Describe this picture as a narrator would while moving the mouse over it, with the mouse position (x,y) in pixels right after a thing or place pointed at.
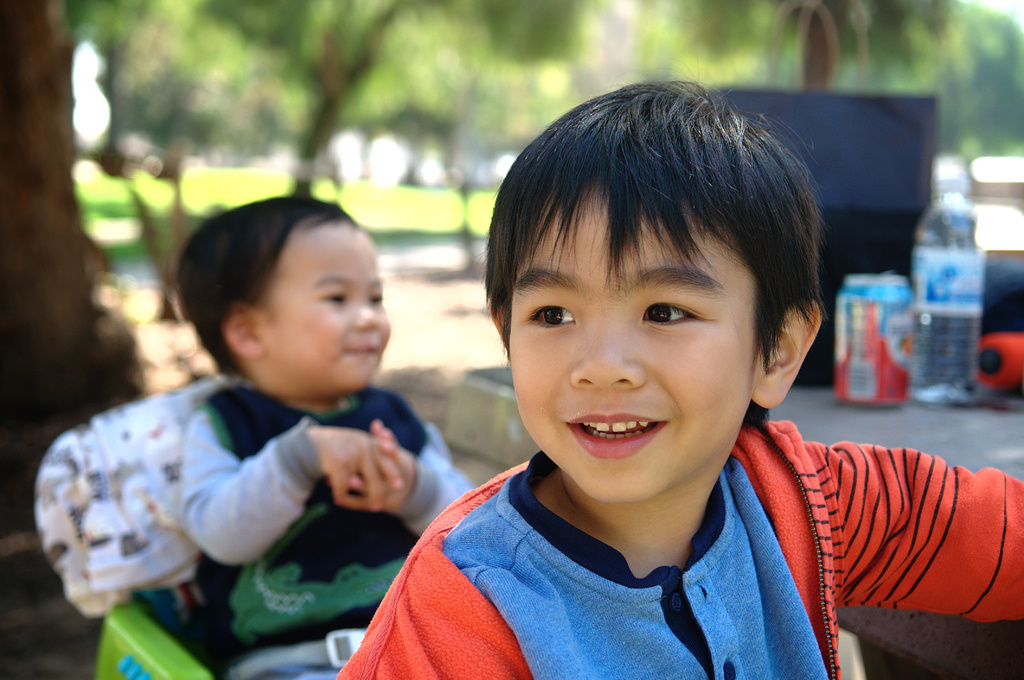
In the middle of the image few kids (224,532) are sitting and smiling. Behind them there is a table (967,433), on the table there are some bottles (959,203) and tins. At the top of the image (229,110) there are some trees (335,103).
